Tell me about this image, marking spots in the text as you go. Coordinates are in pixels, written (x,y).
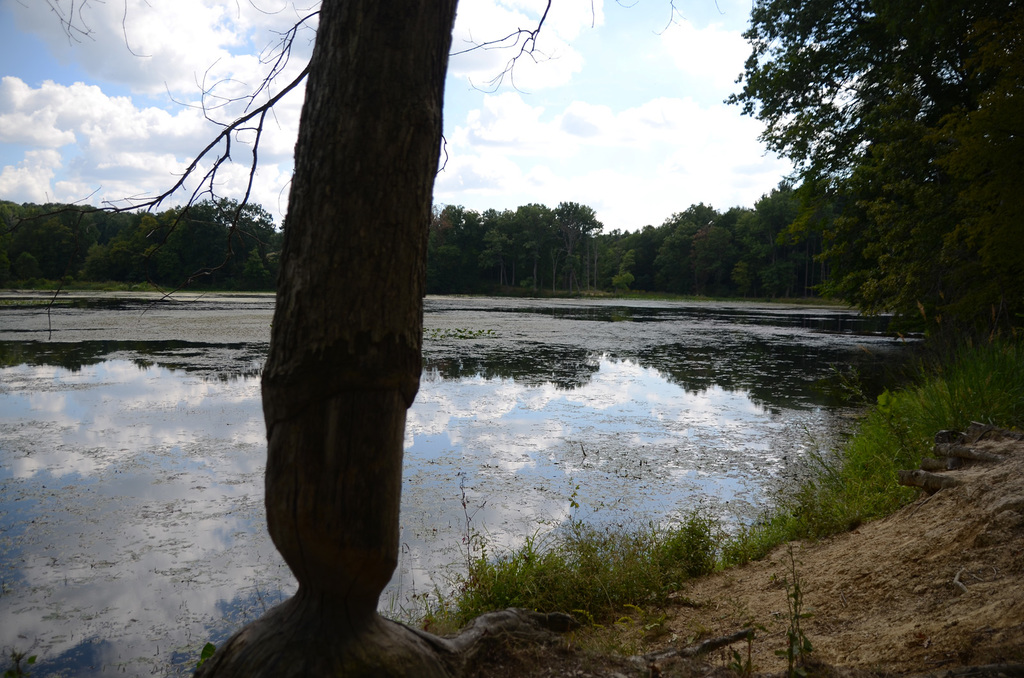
In this picture, we can see the ground (984,488), plants (622,540), water (530,486), we can see trees (1012,263), and the sky (78,125) with clouds (653,179).
